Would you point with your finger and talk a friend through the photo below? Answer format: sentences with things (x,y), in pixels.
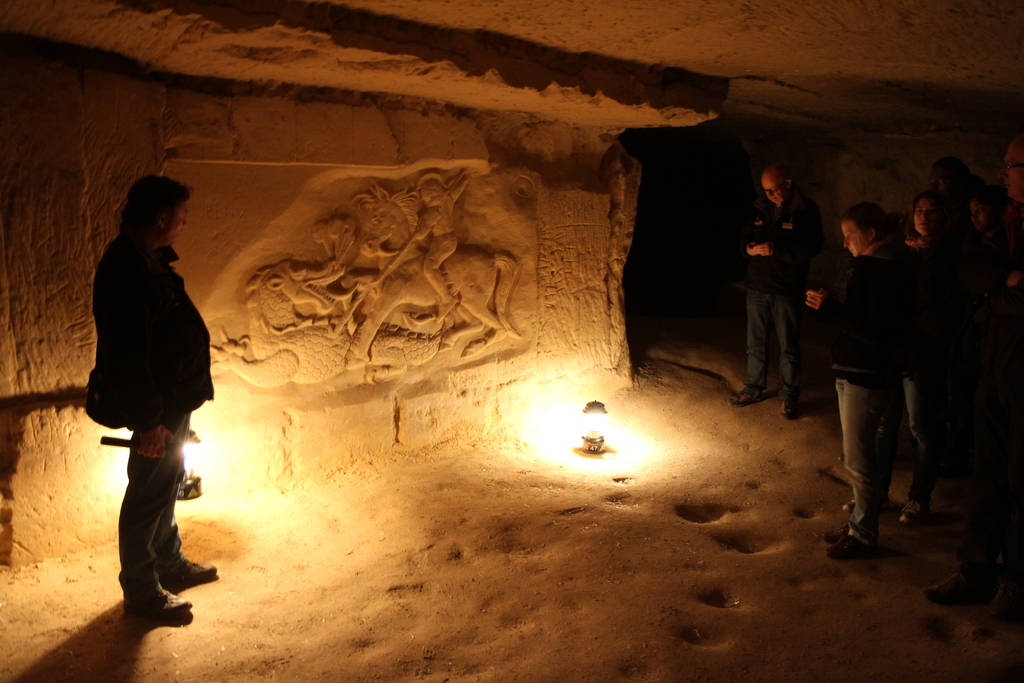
In this picture we can see an object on the ground (619,591), some people (148,275), roof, sculpture (302,294) on the wall (612,195) and some objects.
